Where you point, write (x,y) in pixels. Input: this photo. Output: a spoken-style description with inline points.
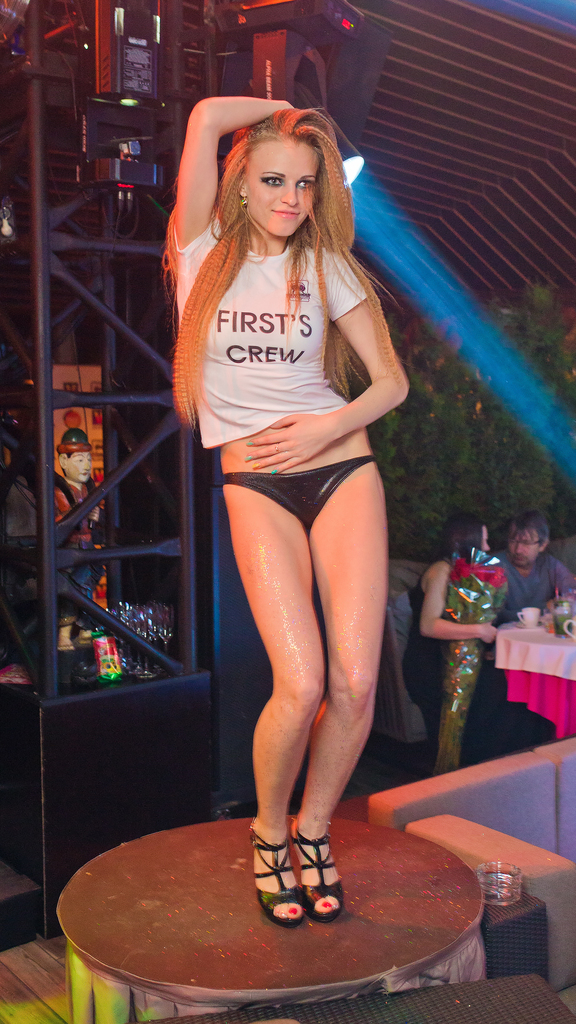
There is a women (266,348) with white t-shirt (266,357) and black heels (329,887), she is standing on a table (228,890). At the back (460,629) there are two people (478,633) sitting on a chair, she is holding a bouquet (469,620). There is a cup (532,626) and bottle (568,618) on a table (537,643), table (535,686) is covered with white and pink cloth (540,683) and at the background (487,416) there is a tree (479,425).
